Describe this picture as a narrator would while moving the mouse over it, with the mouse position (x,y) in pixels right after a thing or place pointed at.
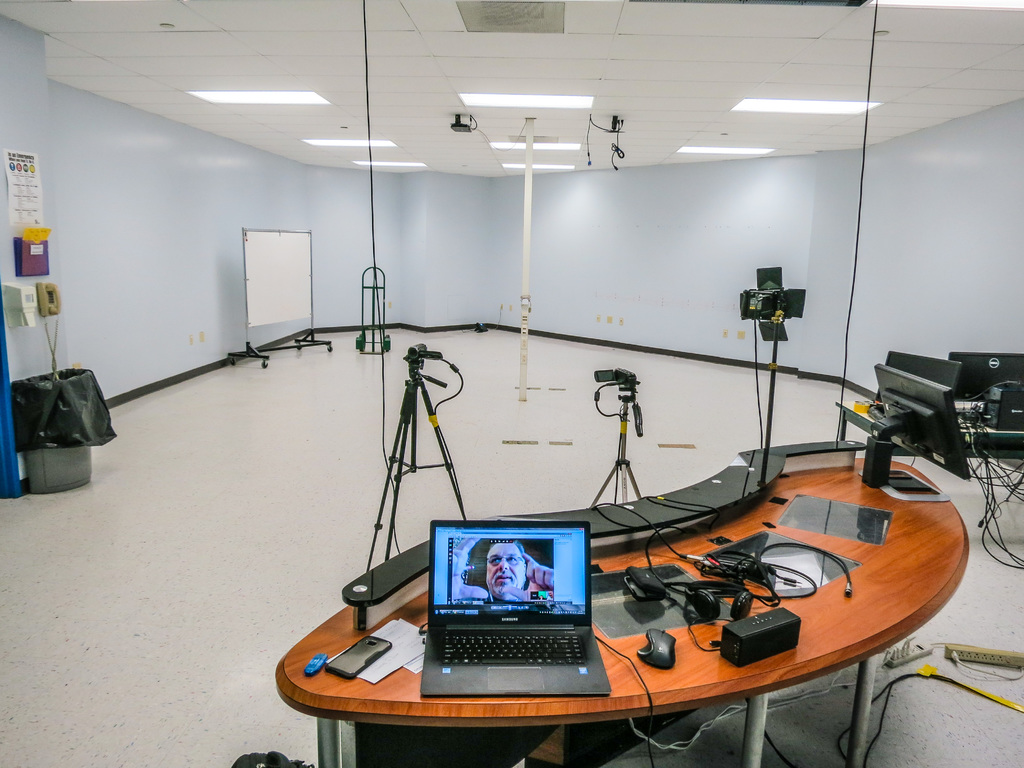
In this image we can see a table (471,710) containing a laptop (446,690), cellphone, papers (369,669), remote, mouse (653,651), a monitor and some wires (779,606). We can also see some cameras (622,391) with stand (417,454) on the floor (344,416). On the left side (57,466) we can see a dustbin (74,486), and tissue paper holder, a telephone (55,355) and some papers (37,231) pasted on a wall (170,308). On the backside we can see a board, pole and a roof (426,85) with some ceiling lights (462,106).
